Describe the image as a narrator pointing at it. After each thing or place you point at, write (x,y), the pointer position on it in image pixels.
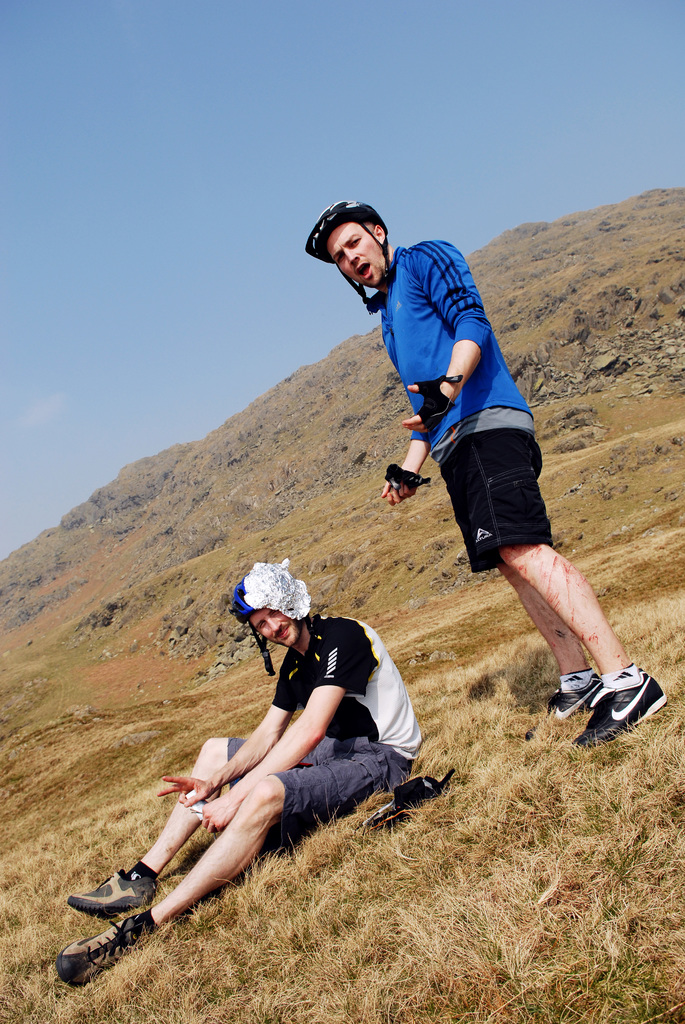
In the foreground of this image (501,483), there is a man (501,483) standing and also a man (298,816) sitting on the grass (453,916). We can also see an object (373,827) on the grass (460,763). In the background (345,354), there is a cliff (309,407) and the sky (241,159).
